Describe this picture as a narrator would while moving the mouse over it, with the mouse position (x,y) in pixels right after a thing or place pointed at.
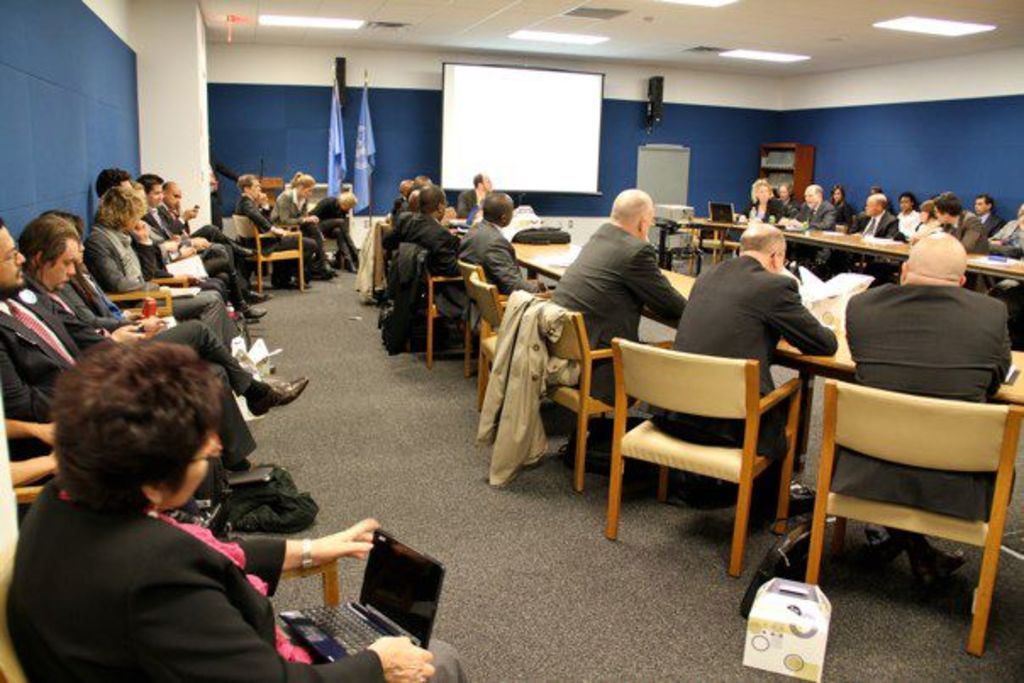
In this picture I can see some people (165,340) are sitting on the chairs (469,341) and holding laptops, in front (666,270) there is a table (685,274) on which I can see few objects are placed and also there is a white color board (542,120) in front of the wall (610,86), I can see lights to the roof (534,50).
